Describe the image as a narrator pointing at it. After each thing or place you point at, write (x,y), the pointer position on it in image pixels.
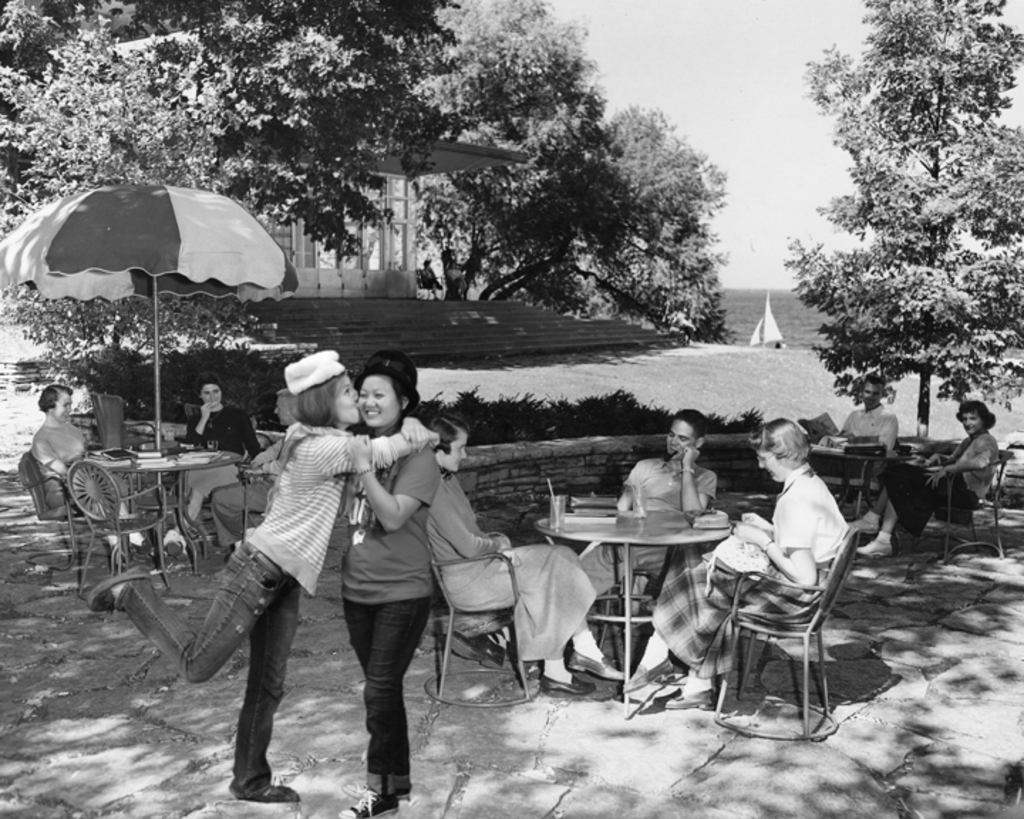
Black and white picture. These two persons (400,606) are hugging and this woman (325,438) is giving kiss to this woman (381,473). We can able to see persons (459,552) are sitting on chair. In-front of them there is a table (154,461), on this table (182,467) there is a umbrella (163,285) and books (196,454). Far there is a building (361,271). This building (403,230) is surrounded with trees (441,193). In-front of this building (387,222) there are steps (458,318).
